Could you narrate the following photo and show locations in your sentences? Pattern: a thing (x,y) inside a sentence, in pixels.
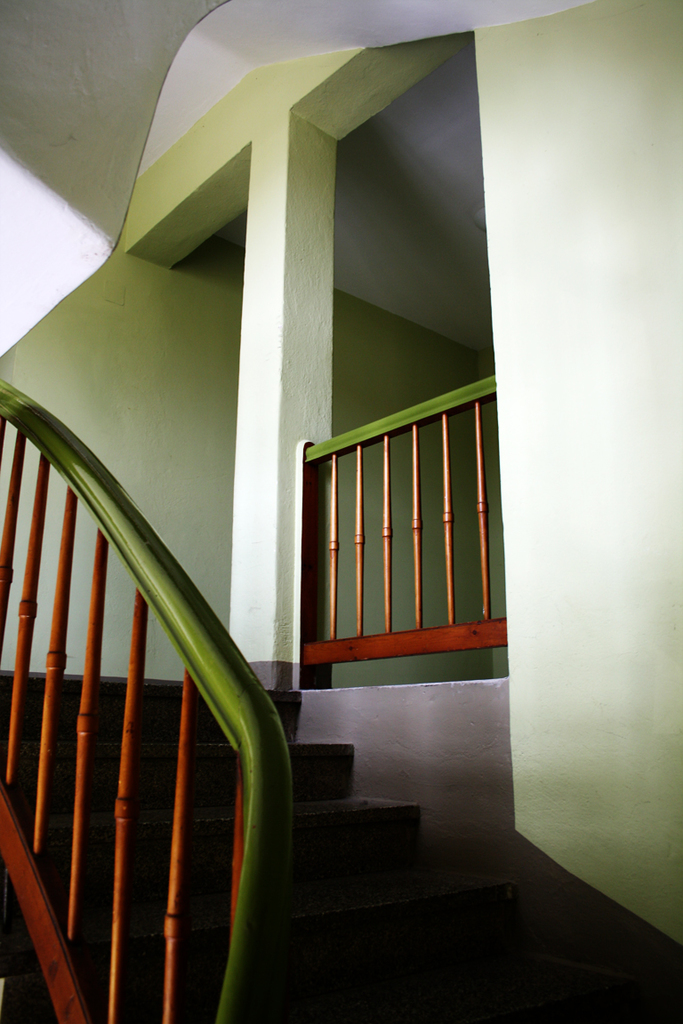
I think this picture was taken inside the house (385,288). These are the stairs (288,690) with the staircase holder (214,681). This is the pillar (298,309). This looks like a wall (568,319), which is light green in color.
